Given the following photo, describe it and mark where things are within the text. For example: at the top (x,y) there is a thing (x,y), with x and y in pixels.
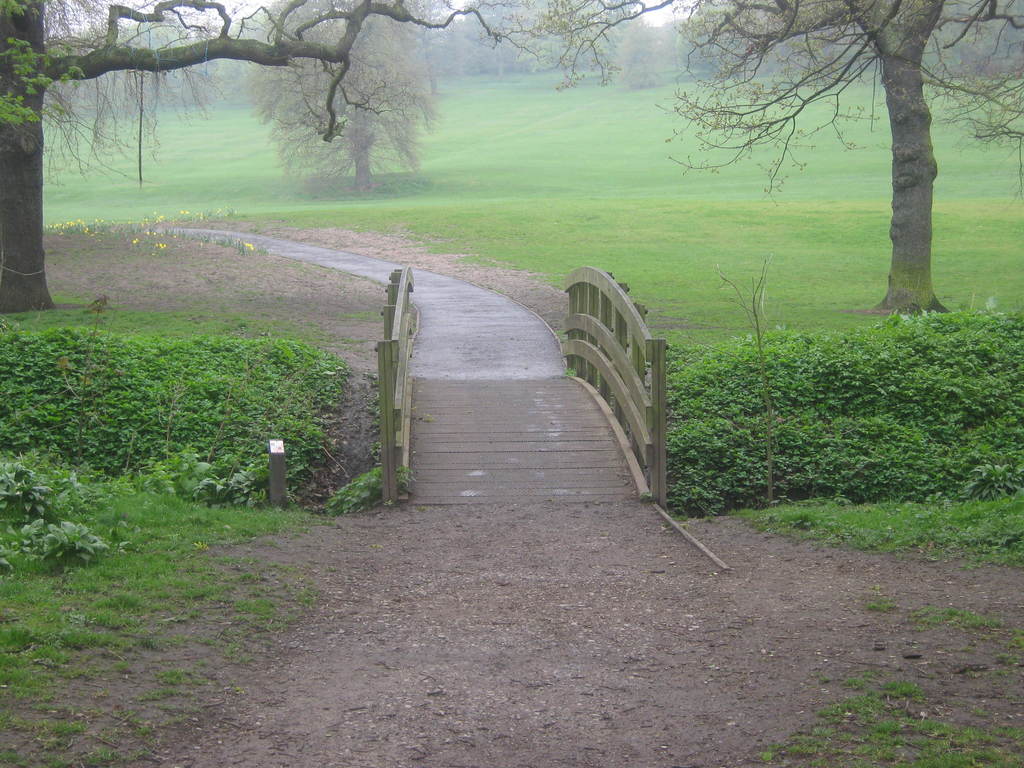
In this picture we can see so many trees (992,59) and grass (831,517), and beside there is a road (506,315).
